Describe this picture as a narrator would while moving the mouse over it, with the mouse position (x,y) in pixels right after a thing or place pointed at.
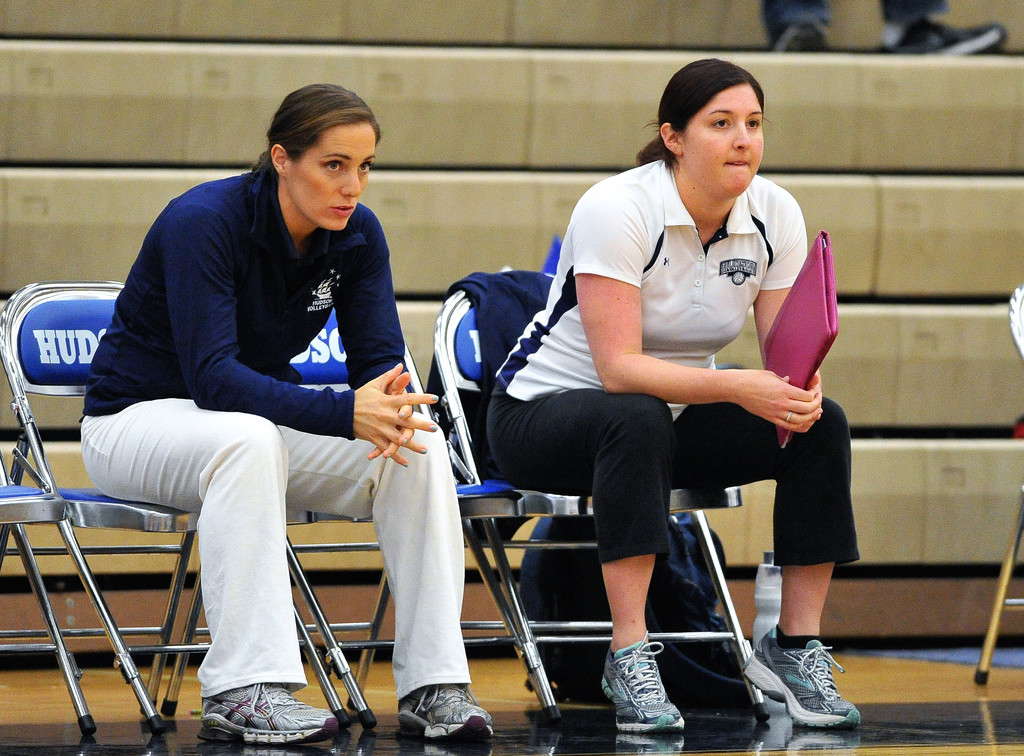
There are two women (303,269) sitting on chairs (570,496) and the women (721,235) in the right side (783,213) is holding a file (805,385).
